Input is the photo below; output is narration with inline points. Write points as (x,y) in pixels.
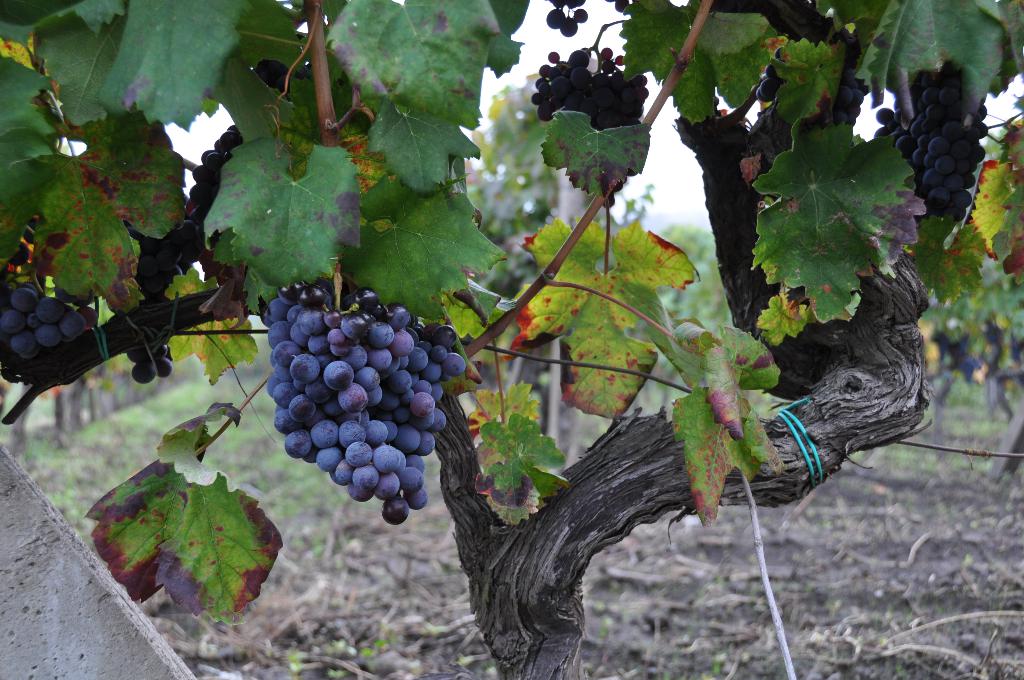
In this image we can see there is a tree (461,250) with fruits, in the background (652,224) there are trees (513,224) and the sky (540,50).
